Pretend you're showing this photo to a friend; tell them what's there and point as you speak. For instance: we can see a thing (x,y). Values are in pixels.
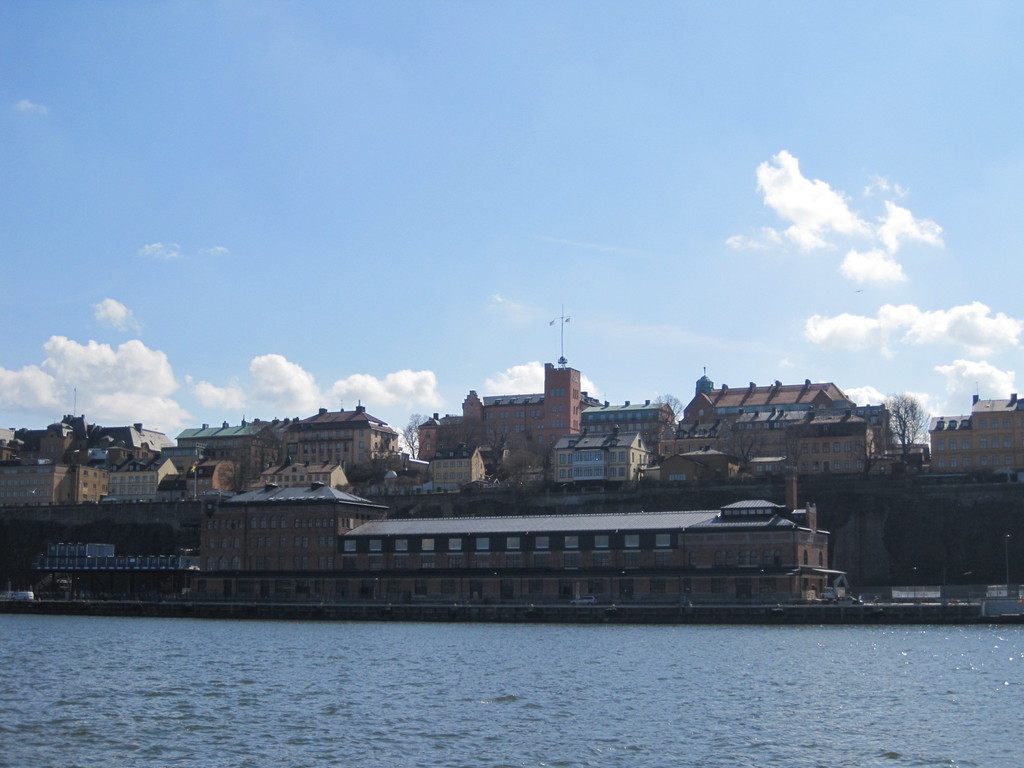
In this picture I can see there is a river (646,705) and in the backdrop (270,466) there are few buildings (319,559) and trees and the buildings (371,441) have windows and the sky (608,286) is clear.
